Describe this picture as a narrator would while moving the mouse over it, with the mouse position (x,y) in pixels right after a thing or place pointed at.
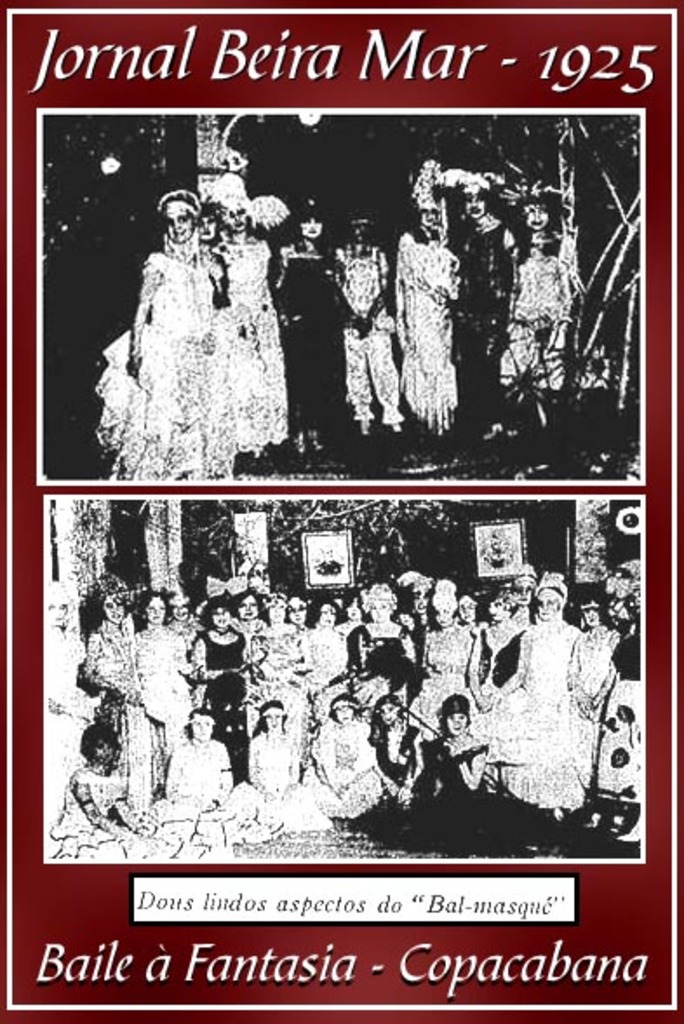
Here we can see a poster (585,956), there are two pictures (350,571) in this poster (429,520), in this picture (310,672) we can see some people (456,680) standing and some people (362,711) sitting, in this picture (428,298) there are some people (432,315) standing, on these two pictures (469,406) are black and white pictures, at the bottom (480,882) there is some text (514,965).
